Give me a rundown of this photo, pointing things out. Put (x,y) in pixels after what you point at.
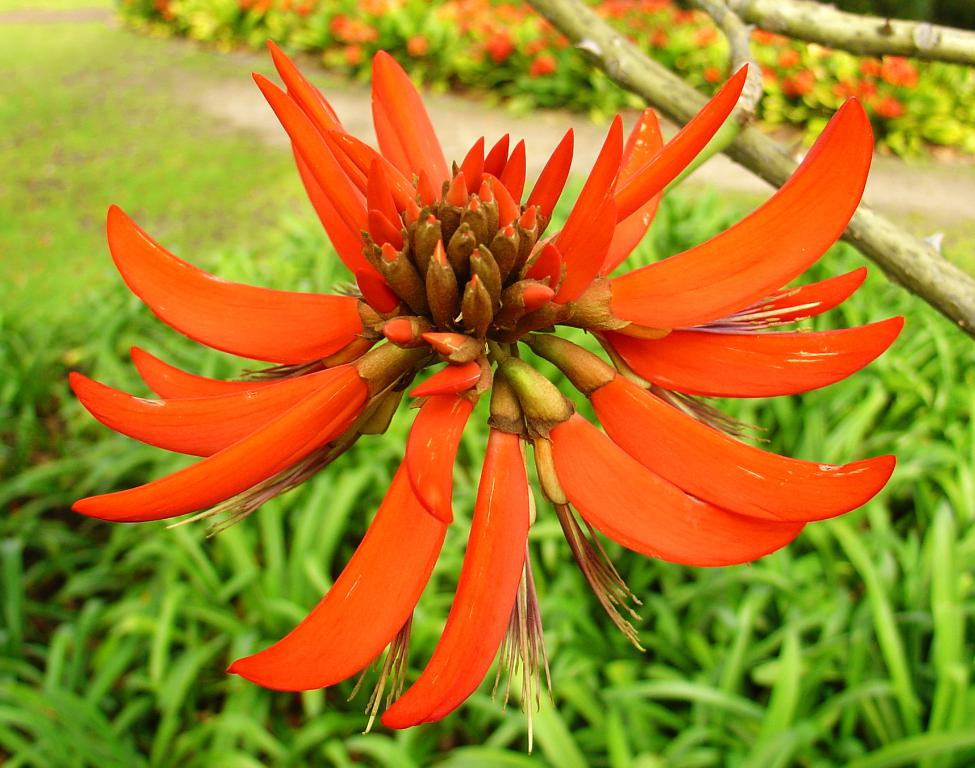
In this image we can see the flower (569,342). And we can see the grass (944,661). And we can see the stem part (845,33) of the plant (858,31).
